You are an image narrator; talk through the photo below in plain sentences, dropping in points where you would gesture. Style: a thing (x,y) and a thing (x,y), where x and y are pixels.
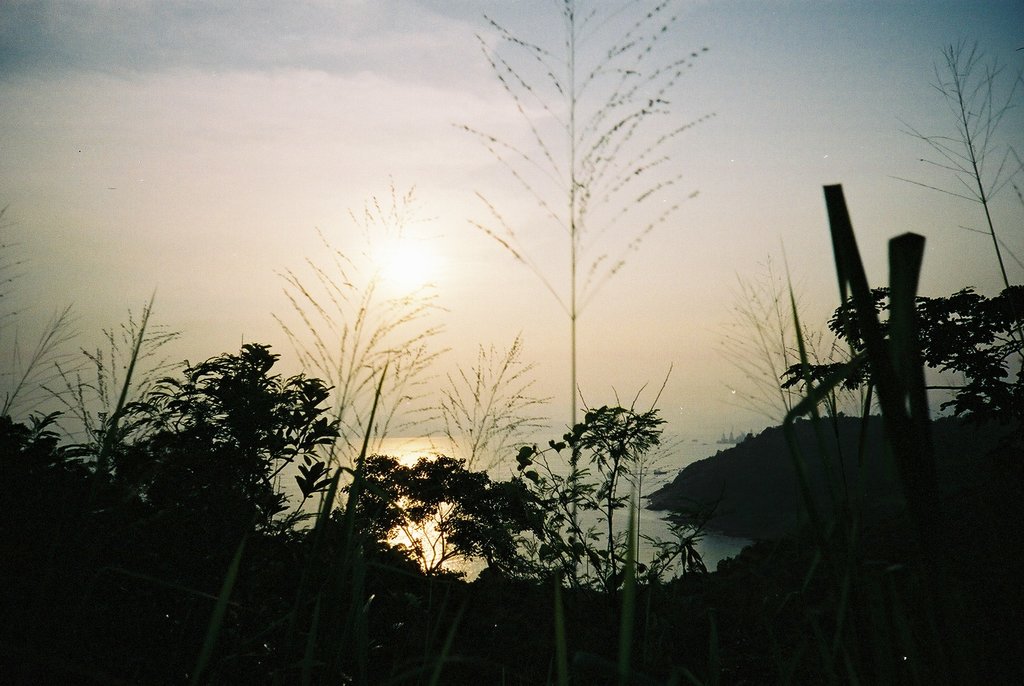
In this picture, we can see the ground (772,490), plants (653,404), trees (639,415), water (566,473), and the sky (643,398) with clouds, and the sun (400,266).
